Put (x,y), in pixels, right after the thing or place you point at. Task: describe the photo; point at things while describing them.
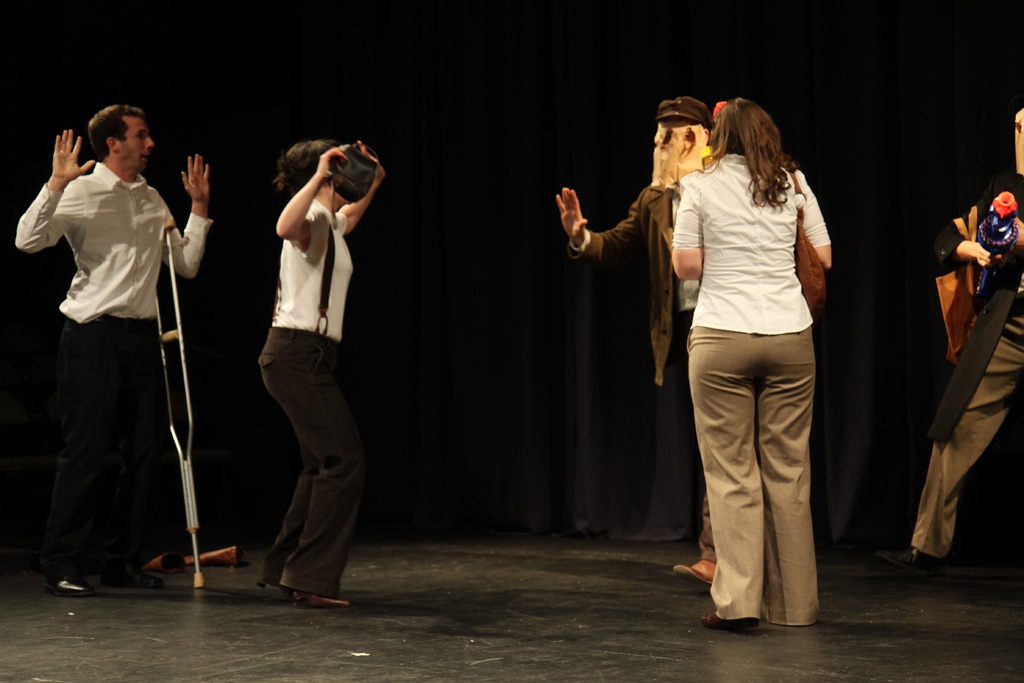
In this image there are a few people (285,273) standing and performing an act on the stage (29,608).
